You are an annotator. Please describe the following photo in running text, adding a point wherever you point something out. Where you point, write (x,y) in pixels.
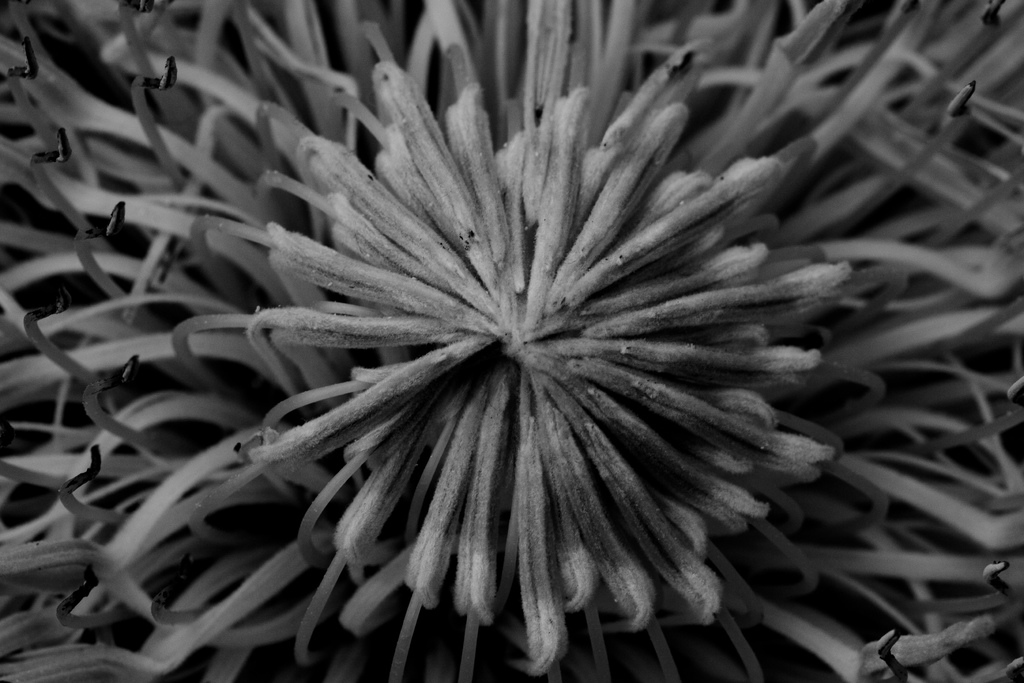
This is a black and white picture and in this picture we can see a flower (379,323).
